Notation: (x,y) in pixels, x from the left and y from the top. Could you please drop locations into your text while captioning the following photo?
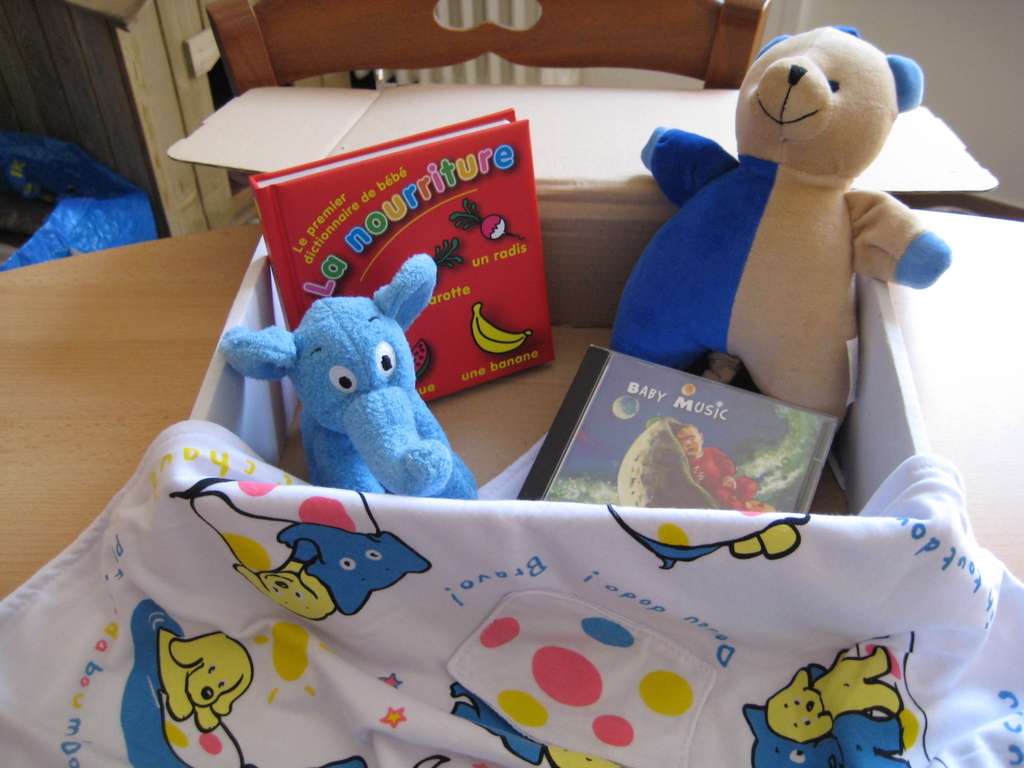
In the foreground of the picture (605,293) there are desk (165,294), towel (817,584) and box (493,397), in the box (626,138) there are books (453,356) and toys (436,268). At the top (457,8) chair (278,38), cover (61,179), wall (931,19) and a wooden object (146,122).
